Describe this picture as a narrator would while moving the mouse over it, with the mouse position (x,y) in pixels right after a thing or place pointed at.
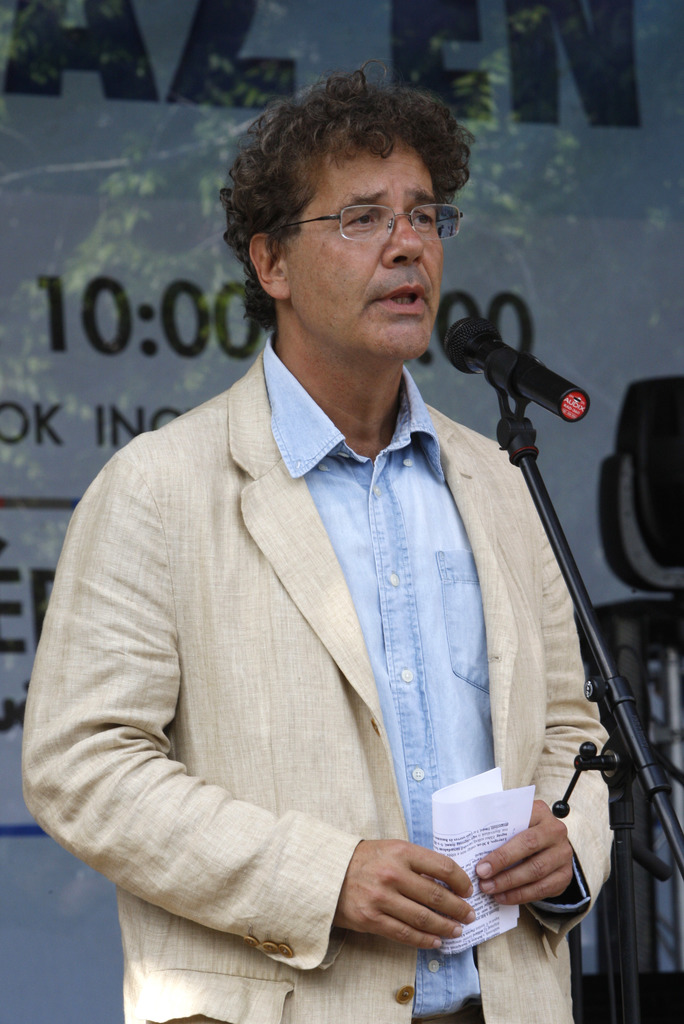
In this picture we can see a man (272,643) is standing and holding a paper (456,858). In front of the man (384,625) there is a microphone (477,355) with stand (633,767). Behind the man (249,693) there is a banner (149,251).
